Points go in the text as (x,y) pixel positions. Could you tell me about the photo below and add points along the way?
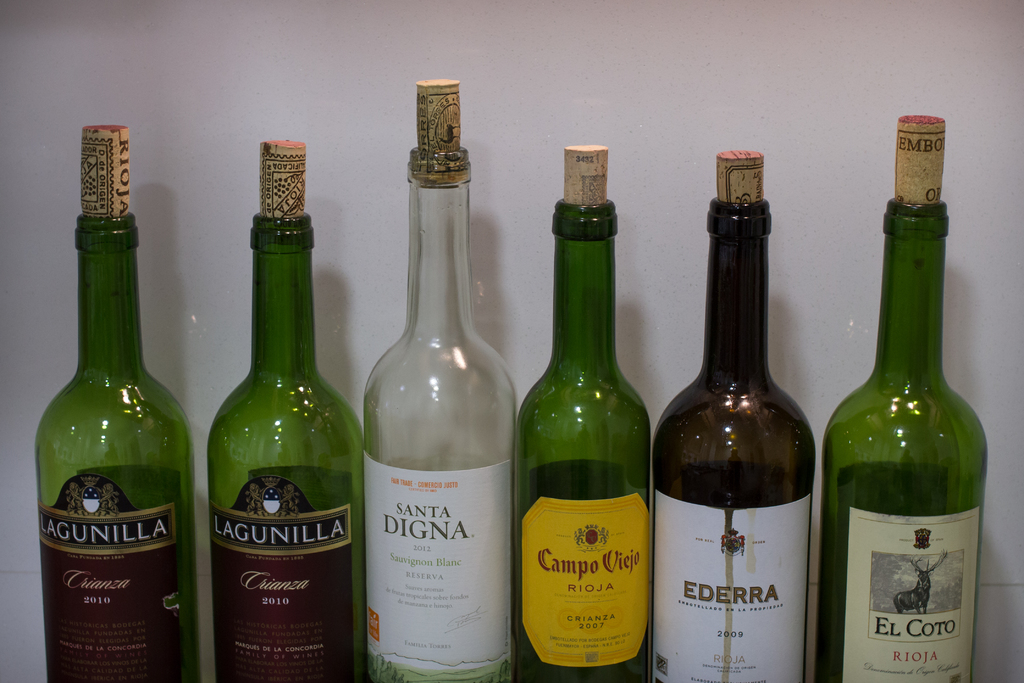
In this image we can see six bottles (103,529) with corks (438,146) and labels (704,582), among which four are green color, one is white color and the other is brown color.
